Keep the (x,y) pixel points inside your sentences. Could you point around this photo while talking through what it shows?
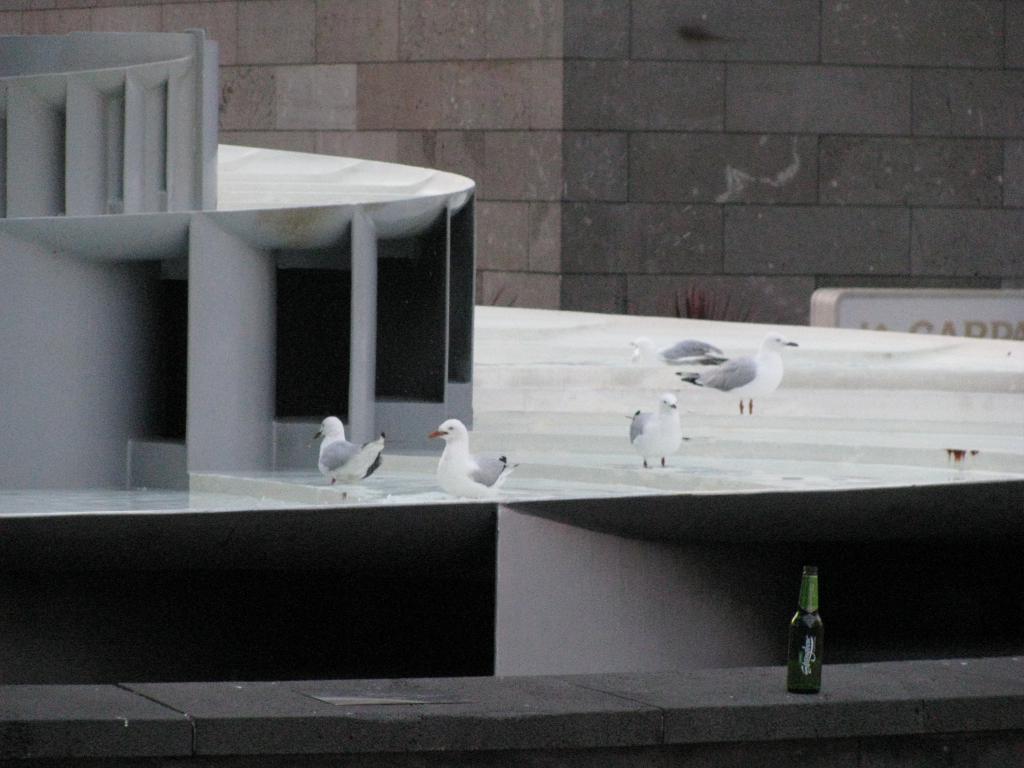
This picture looks like an edited image, in this picture we can see birds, pillars (221,412) and bottle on the platform (559,683). In the background of the image (586,147) we can see wall (754,158) and board (930,305).
